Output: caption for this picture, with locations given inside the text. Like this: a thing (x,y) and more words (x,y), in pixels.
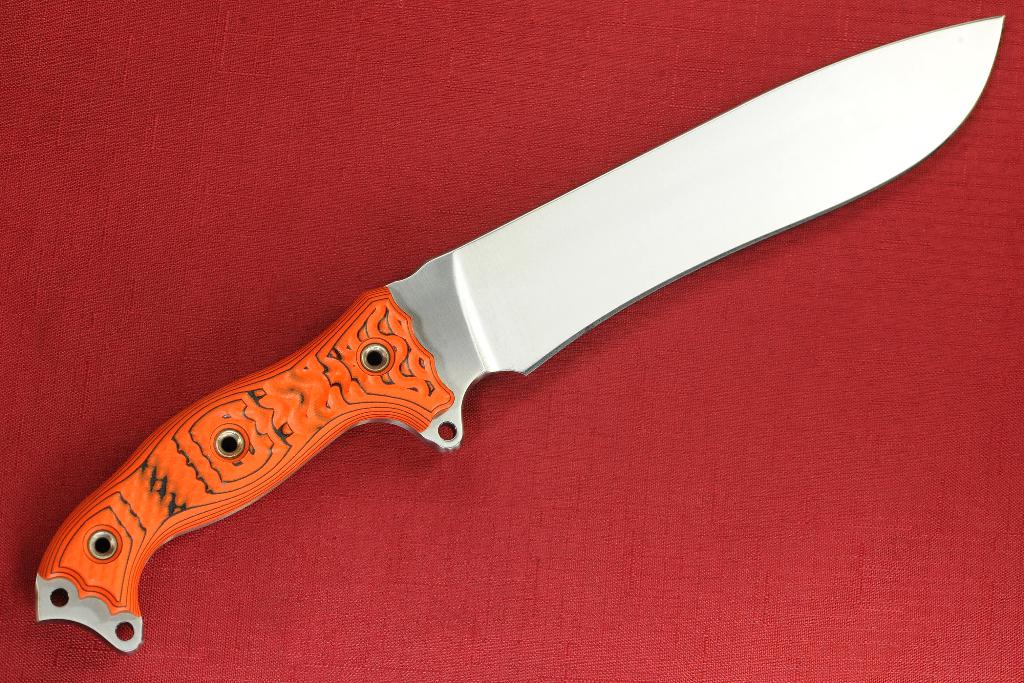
In this image, we can see a knife (361,348). Orange color holder (378,389). That is placed on a red color mat (516,542).
